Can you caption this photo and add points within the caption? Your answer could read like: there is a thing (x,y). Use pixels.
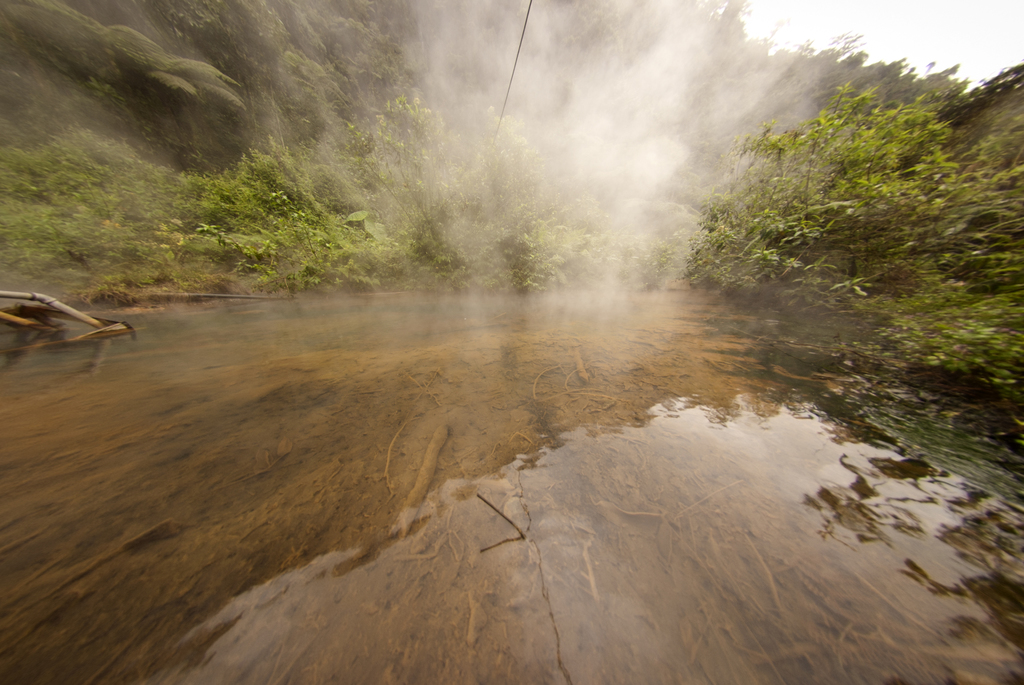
We can see water (524,505) and wooden object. In the background (893,295) we can see trees (177,104), smoke (654,34) and sky (980,43).
